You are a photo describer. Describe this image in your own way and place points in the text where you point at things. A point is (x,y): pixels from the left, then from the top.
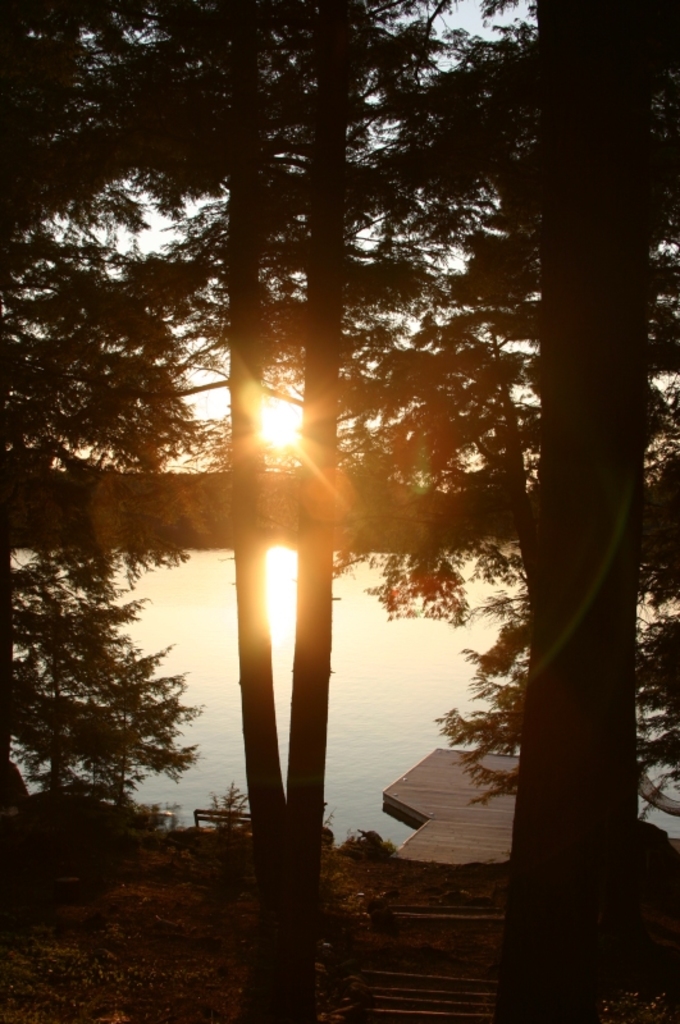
At the bottom (456,828) there is a wooden plank (452,807) on the water (347,805) and I can see the ground (138,937). Here I can see the trees (85,526). In the background (271,446), I can see the sky (147,203) along with the sunlight (276,428).
